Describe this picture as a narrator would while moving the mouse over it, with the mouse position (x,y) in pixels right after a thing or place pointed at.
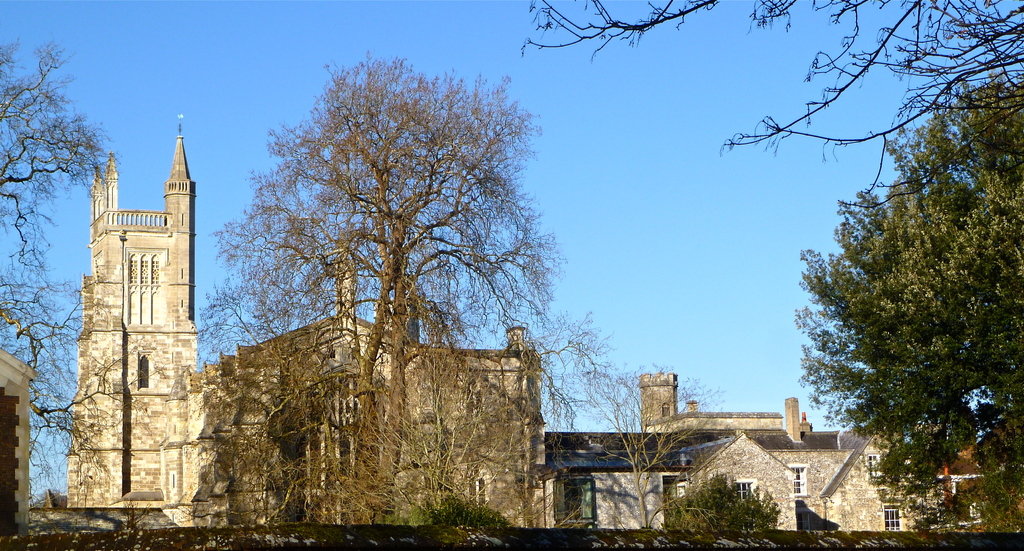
Here we can see houses (503,446) and trees (1000,142). In the background (228,198) there is sky (641,217).
